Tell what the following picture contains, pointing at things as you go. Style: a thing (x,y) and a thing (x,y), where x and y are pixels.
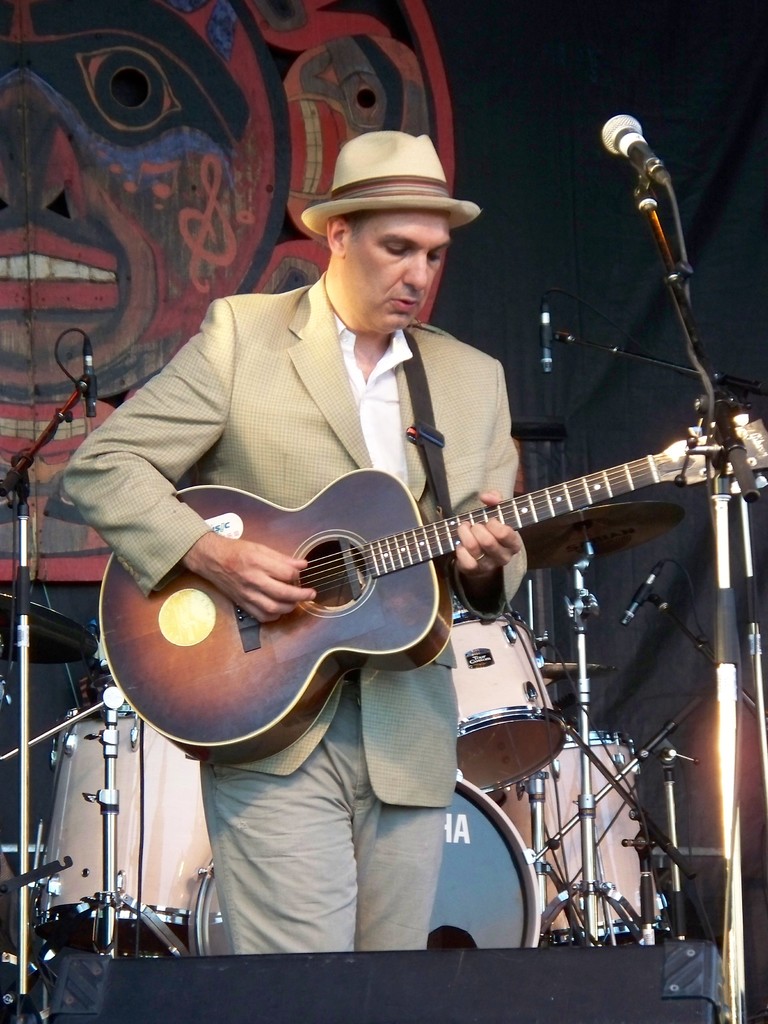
In the middle (272,458) there is a man (310,485) he wear suit (279,410), trouser (269,781) and hat (376,195), he is playing guitar (397,537). In the background (464,868) there are drums (470,816), mic stands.
